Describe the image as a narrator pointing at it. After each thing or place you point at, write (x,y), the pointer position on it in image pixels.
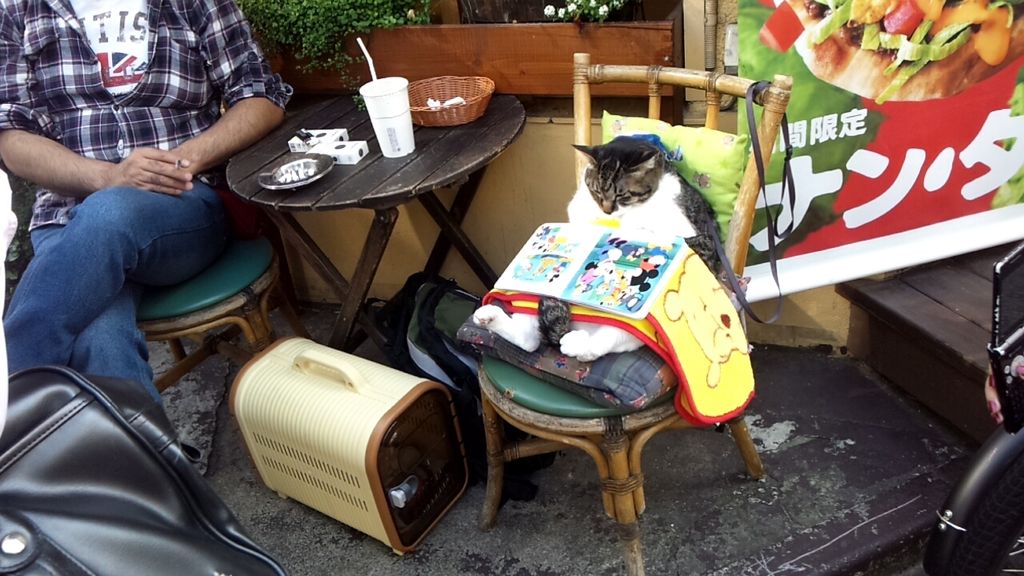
In this image i can see a person (128,69) wearing a white t shirt (117,33), shirt (62,57) and blue jeans (71,263) sitting on the chair (235,261) and a cat (562,317) sitting on the chair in front of a table (504,112). On the table (355,178) i can see a cup (392,141), a basket (426,123) and few other objects (340,145). I can see a leather bag (149,440), a cat house (258,386) and a book (596,307) and a bib (700,329) on the cat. In the background (419,9) i can see few plants (297,13) and a banner (888,146).
